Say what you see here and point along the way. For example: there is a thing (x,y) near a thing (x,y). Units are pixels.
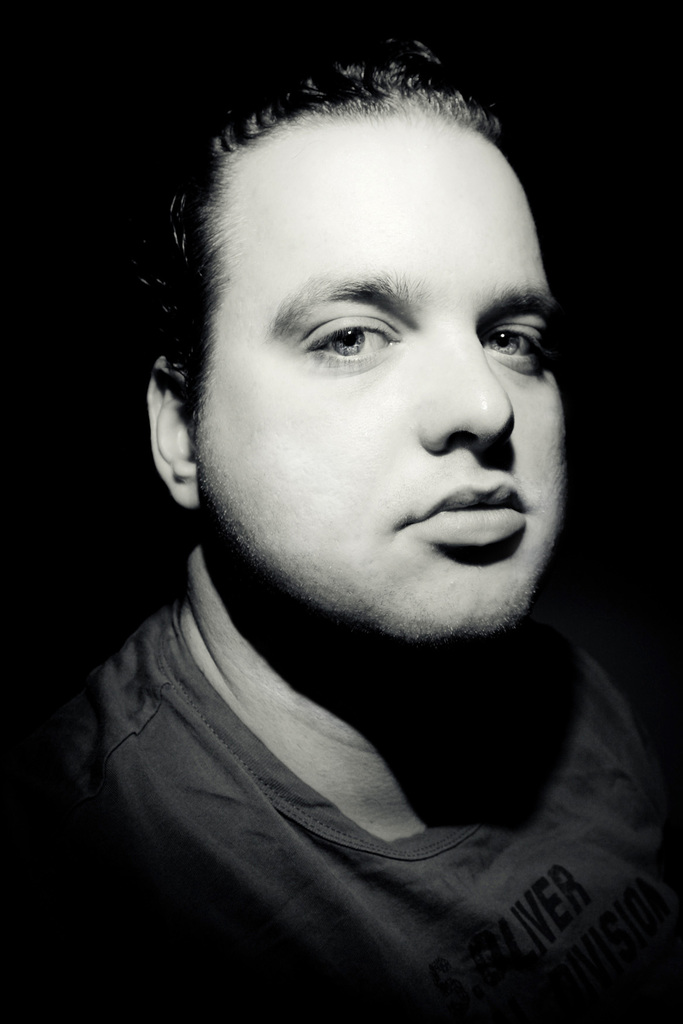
In this image I can see a man (231,552) in the front (185,660) and I can see he is wearing t shirt (325,821). I can also see something is written on his t shirt (504,911) and I can see this image is black and white in colour.
